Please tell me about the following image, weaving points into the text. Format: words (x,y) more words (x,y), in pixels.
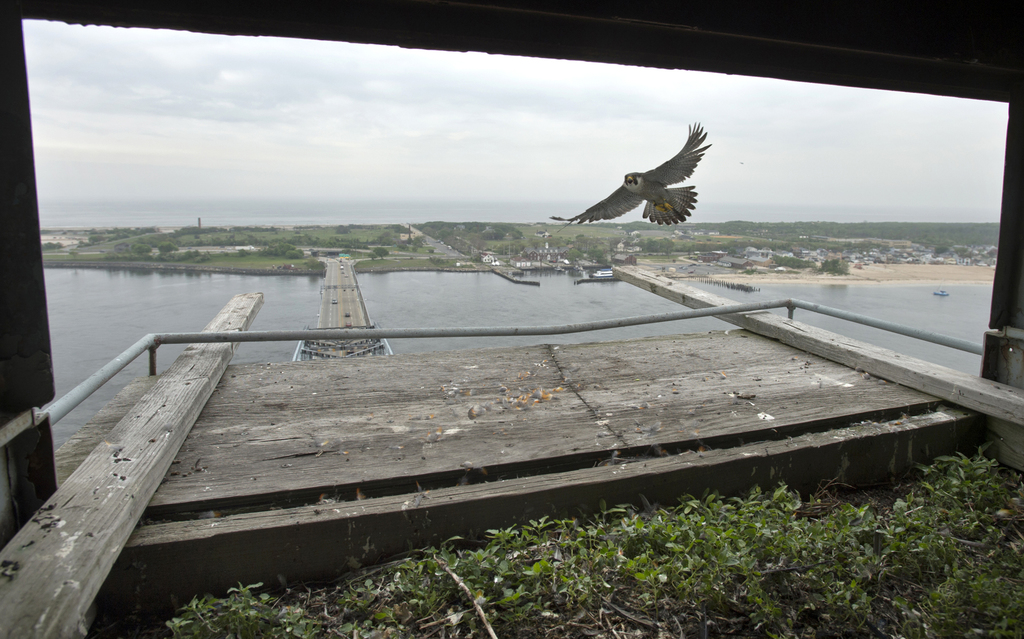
In this picture I can see a bird (682,208) flying and I can see a bridge (332,303) and few buildings (760,252), trees (469,226) and a cloudy sky (337,107) and I can see a boat (612,275) on the water (646,310).
